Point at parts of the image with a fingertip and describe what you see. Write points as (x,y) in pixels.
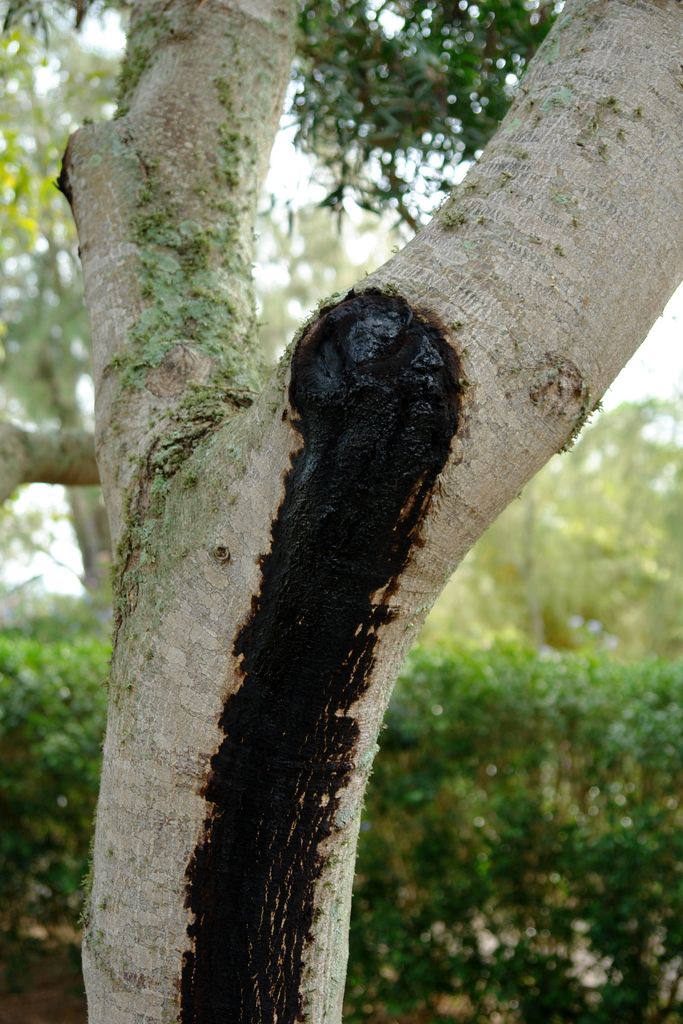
In this picture there are trees (444,465) and plants (455,727). In the foreground (194,960) there is a black mark (350,539) on the tree (236,497). At the top (434,197) there is sky (318,198). At the bottom (71,1020) there is a ground (84,1021).
